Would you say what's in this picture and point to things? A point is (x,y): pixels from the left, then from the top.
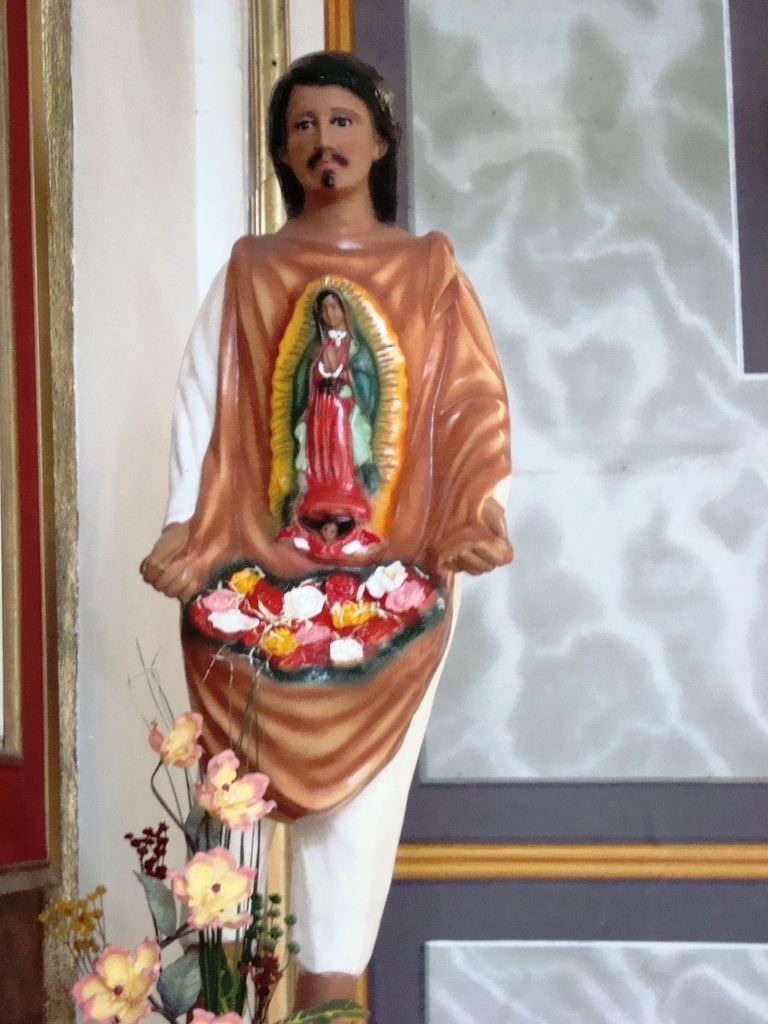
In the foreground of this picture (225,972) we can see the flowers (216,879) and a sculpture (293,207) of a man (227,344) holding some objects (358,616) and standing and we can see the sculpture (349,340) of a person (342,480) and the sculptures (327,541) of some other objects (355,578). In the background (635,342) we can see the wall (167,784) and some other objects (33,752).
